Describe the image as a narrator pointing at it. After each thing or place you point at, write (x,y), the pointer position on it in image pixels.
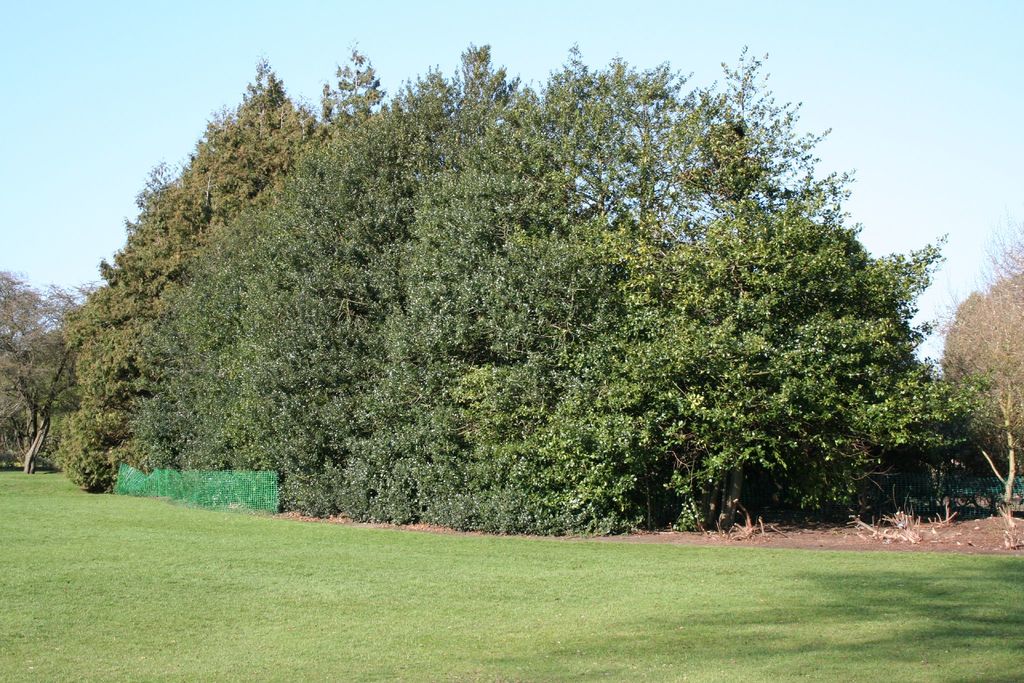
This image is clicked in a garden (302,620). At the bottom (379,631), there is green grass (280,600). In the background (492,354), there are many trees (668,363). To the top (391,89), there is sky (103,107).
